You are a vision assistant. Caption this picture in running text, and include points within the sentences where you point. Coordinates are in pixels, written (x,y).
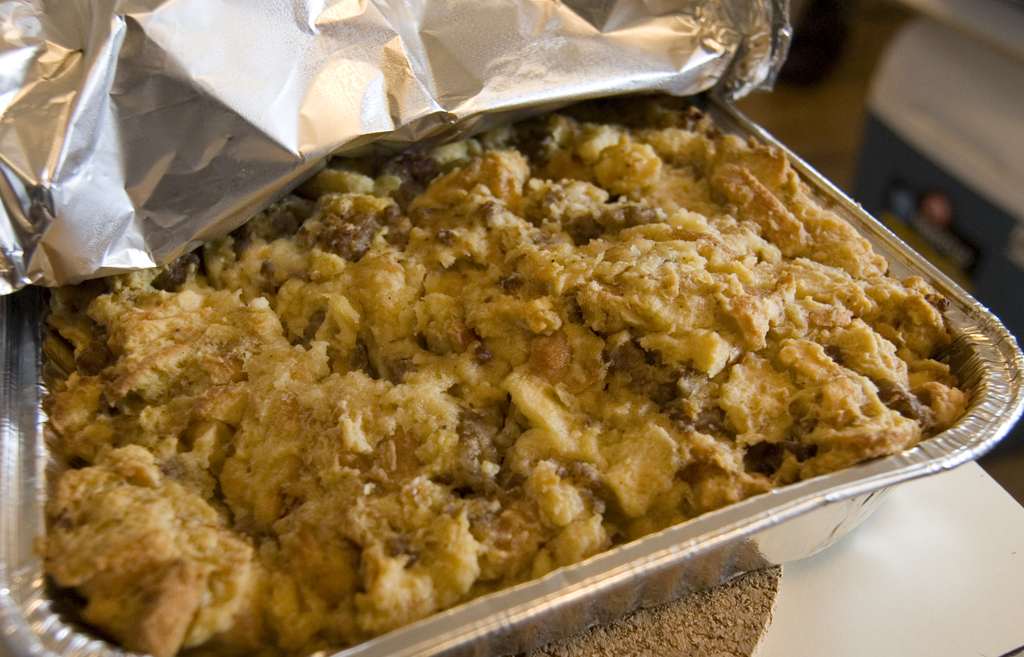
In this image we can see food (577,314) placed in a container (614,563) kept on the surface (895,558).
